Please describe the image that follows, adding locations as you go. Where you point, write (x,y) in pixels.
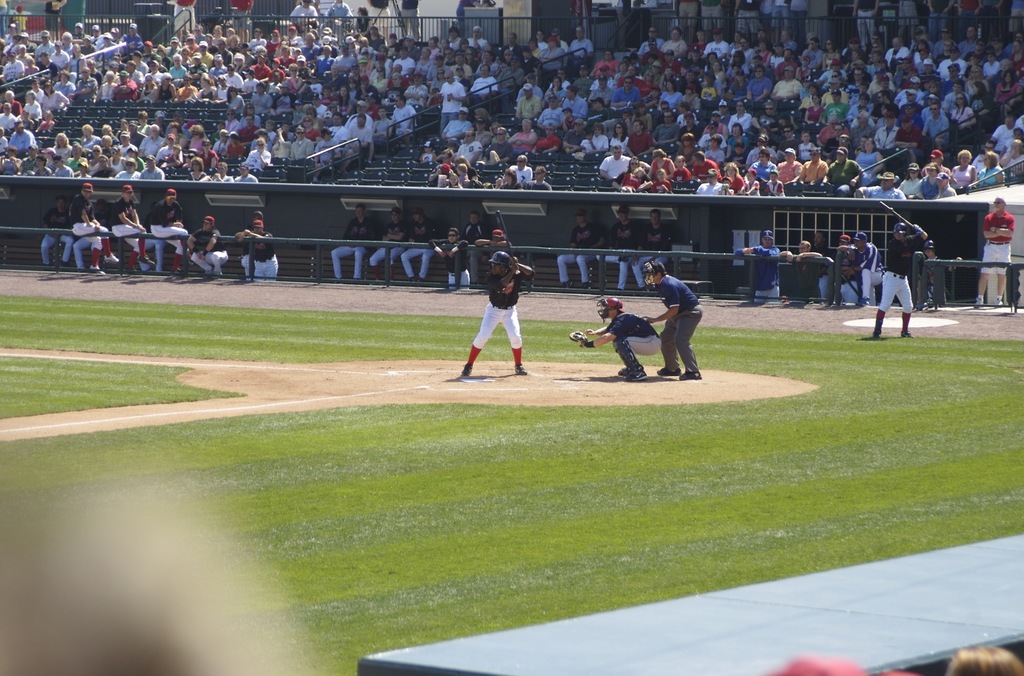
In the center of the image (671,337) there are people (616,310) playing baseball. At the bottom of the image (535,570) there is grass (659,564). In the background of the image (338,149) there are audience (236,52) sitting stands (673,183) and watching the game. There is a fencing (253,23).
